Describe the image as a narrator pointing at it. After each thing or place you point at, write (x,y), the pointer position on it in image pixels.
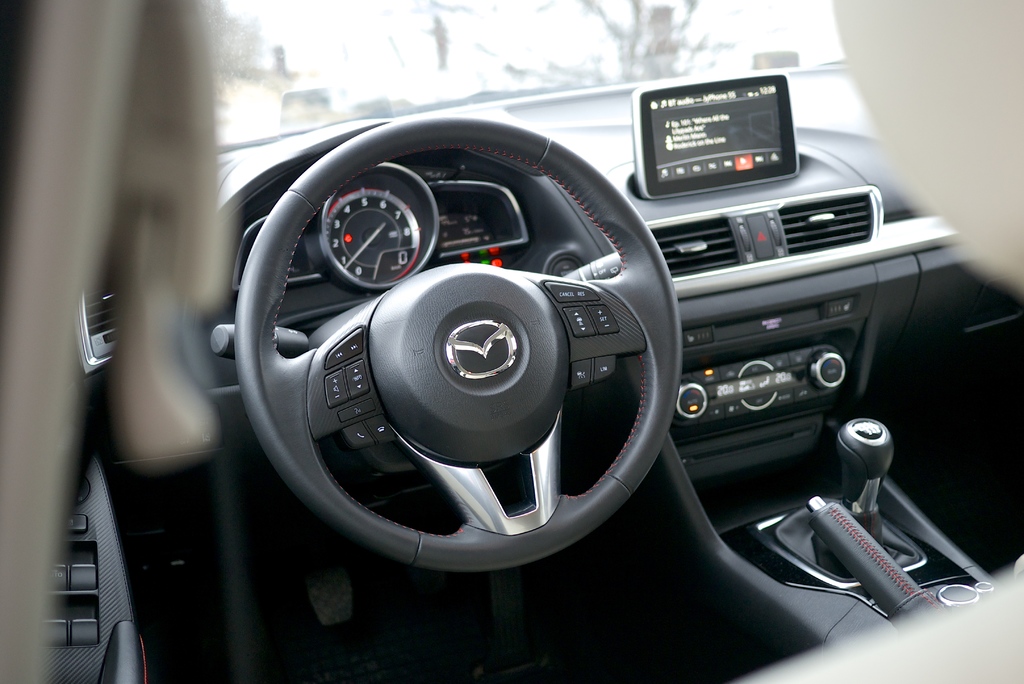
The picture is captured from inside a car (449,332), there is steering (412,383), gear rod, speedometer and many other parts (773,412) of the car (936,375) are visible in the picture.
